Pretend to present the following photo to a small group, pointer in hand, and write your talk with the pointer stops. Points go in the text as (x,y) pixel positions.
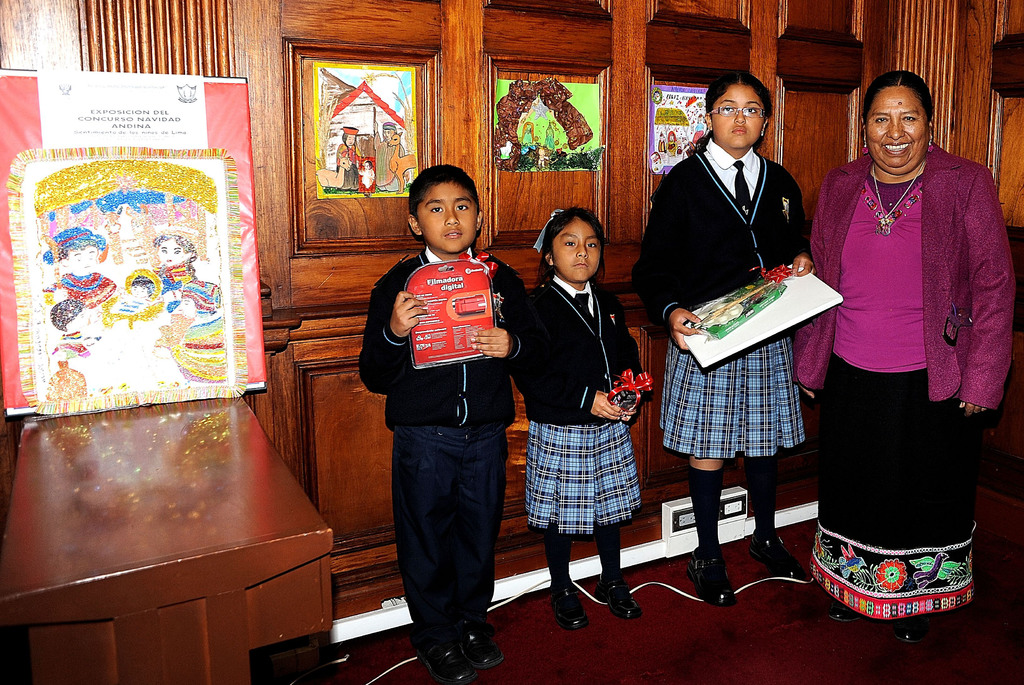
In this image we can see many persons (767,388) standing on the floor (531,641). In the background (570,113) we can see drawings (365,140), door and wall (793,86).
